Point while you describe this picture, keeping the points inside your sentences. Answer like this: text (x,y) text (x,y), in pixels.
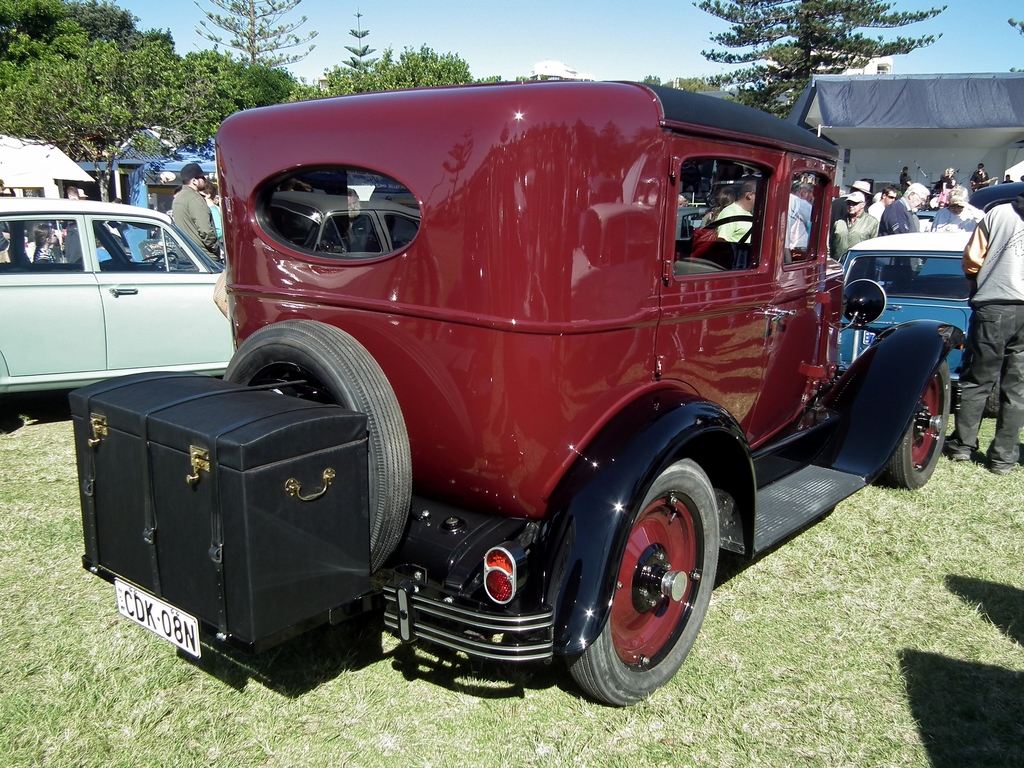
In this picture we can see vehicles (470,345), at the bottom (781,588) there is grass (832,646), in the background (198,60) we can see trees (782,70) and a tent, there are some people (798,198) standing in the middle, we can see the sky (611,30) at the top of the picture (622,22).
